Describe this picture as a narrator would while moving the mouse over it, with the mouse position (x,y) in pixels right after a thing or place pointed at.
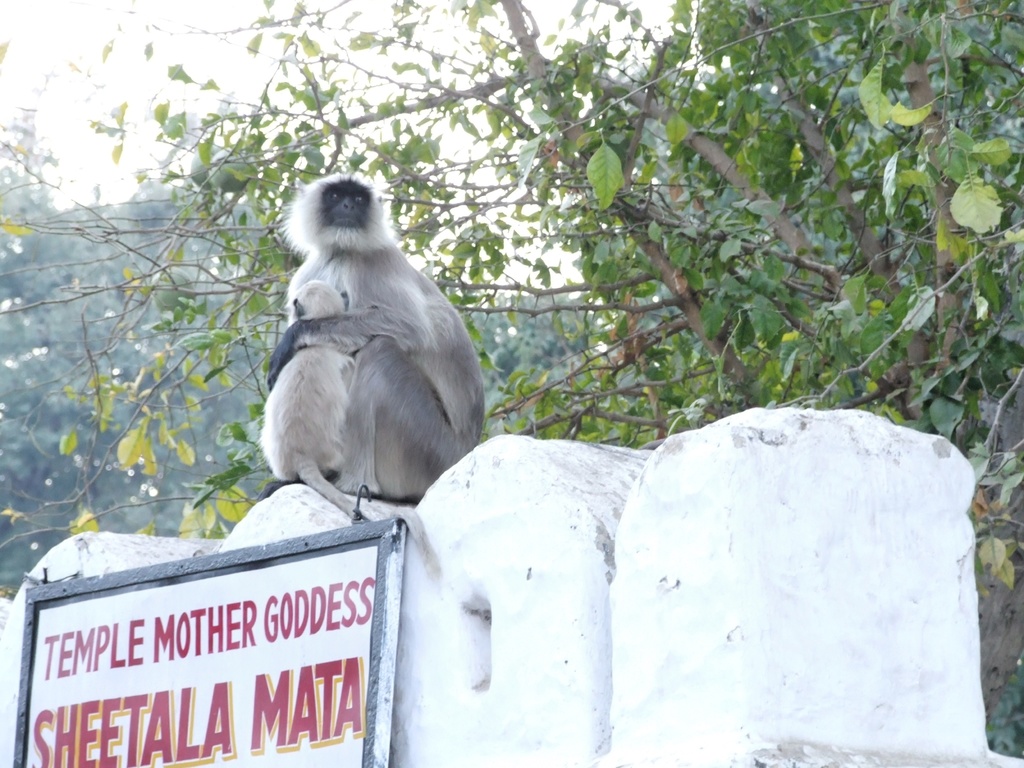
In the image there are two monkeys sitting on a temple wall (601,444), behind the monkey's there are many branches (716,161) of a tree (794,210).
